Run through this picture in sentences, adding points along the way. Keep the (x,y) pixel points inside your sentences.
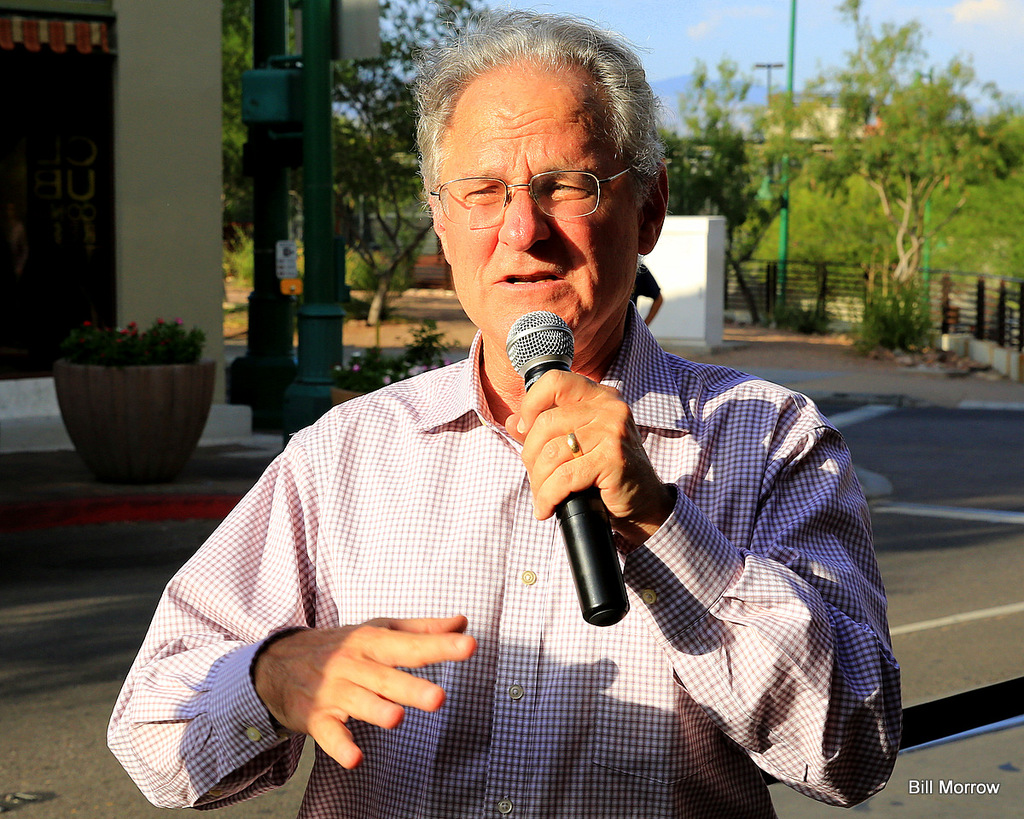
In this image i can see a man (405,565) standing on road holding microphone (577,577) and talking at the back ground (62,220) i can see a small plant (152,345), door (101,212), wall (152,212), pole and a sky (666,47).
